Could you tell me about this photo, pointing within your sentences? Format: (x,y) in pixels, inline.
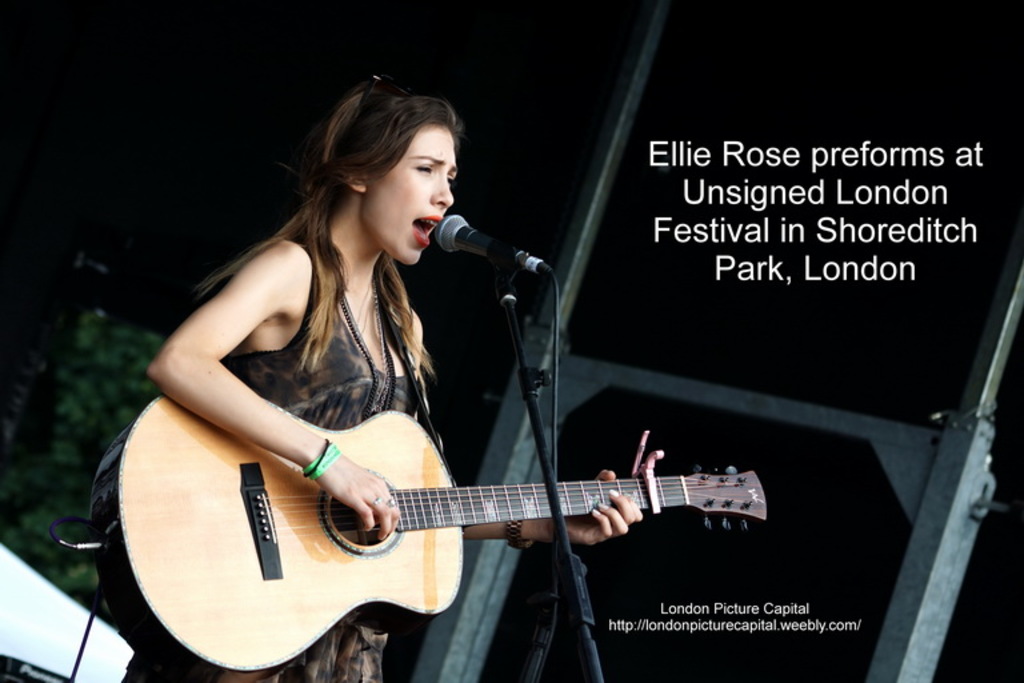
In this picture we can see a women (305,430) who is playing guitar (112,586) and she is singing on the mike (440,235). On the background (655,47) there is a metal frame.
